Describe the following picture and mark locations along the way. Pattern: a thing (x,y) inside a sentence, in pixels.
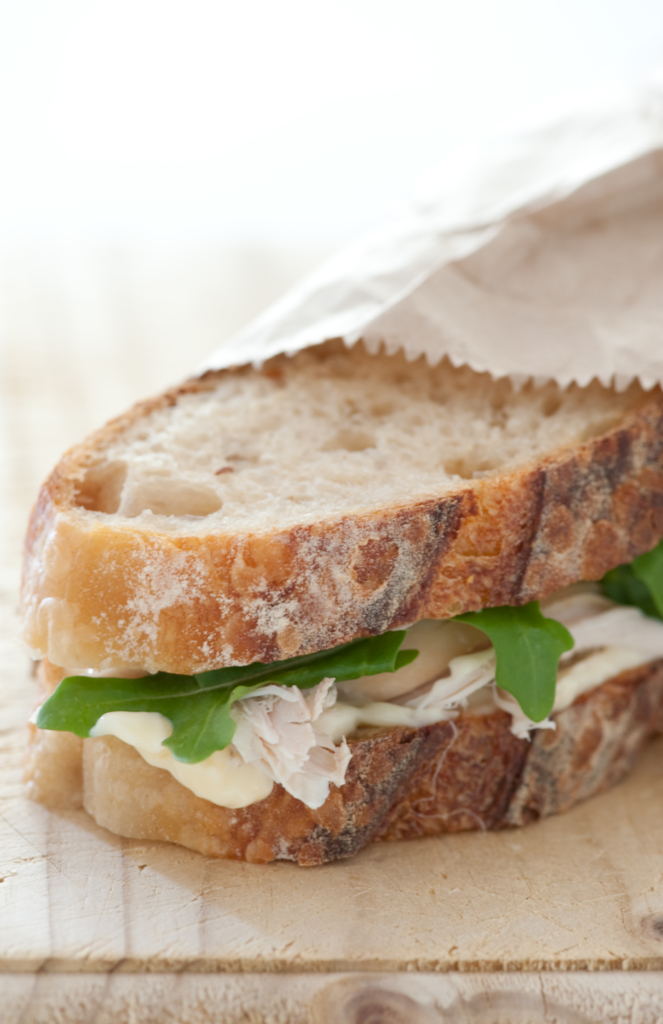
In the picture we can see a wooden plank (369,916) on it, we can see a bread slice (406,382), between it, we can see some cheese (362,712) and leaves (195,754) and some of the part is covered with paper cover (635,341).
